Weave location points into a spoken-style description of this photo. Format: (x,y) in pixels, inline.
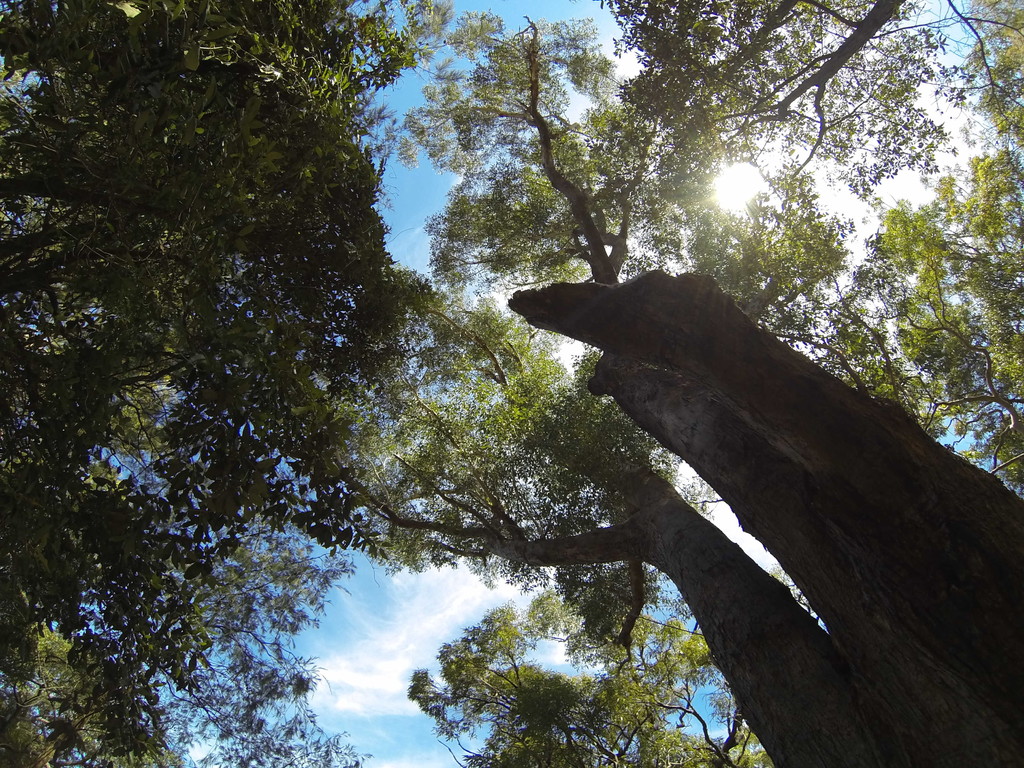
In this image we can see trees (383,241), sky (404,188), sun (741,189) and clouds (397,644).
